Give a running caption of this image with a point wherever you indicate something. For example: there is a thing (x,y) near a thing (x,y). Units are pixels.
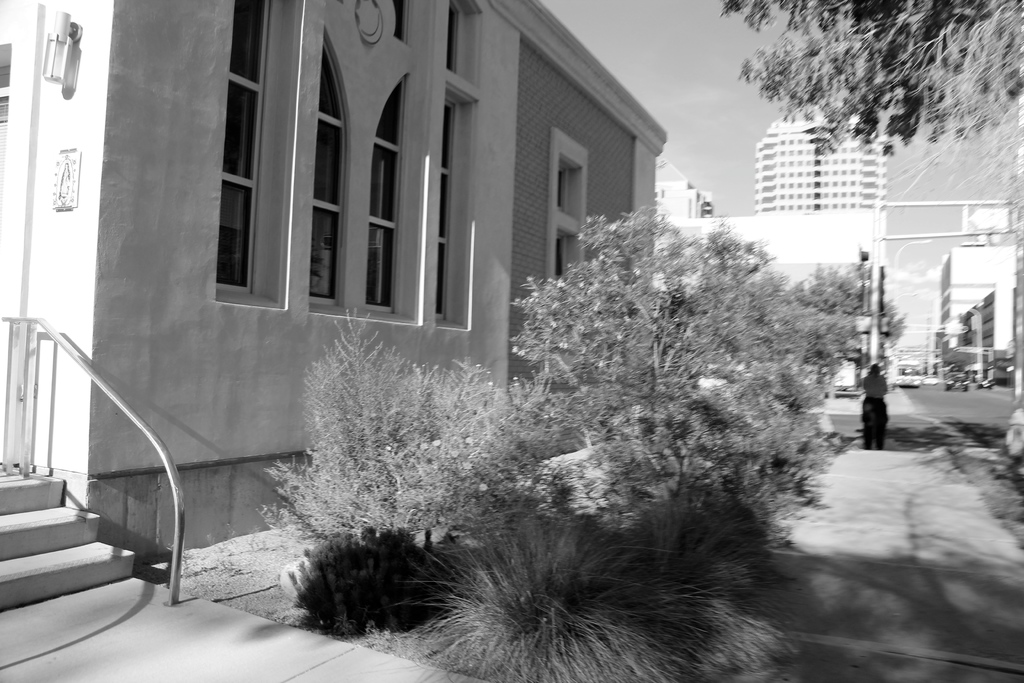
In this image we can see a black and white picture of few buildings (780,179), trees (717,320), a person (872,420) standing on the road (1002,398), there are few stairs (41,516), a railing (179,557) and a light (57,49) to the building (418,94) and the sky (660,86) in the background (674,39).
